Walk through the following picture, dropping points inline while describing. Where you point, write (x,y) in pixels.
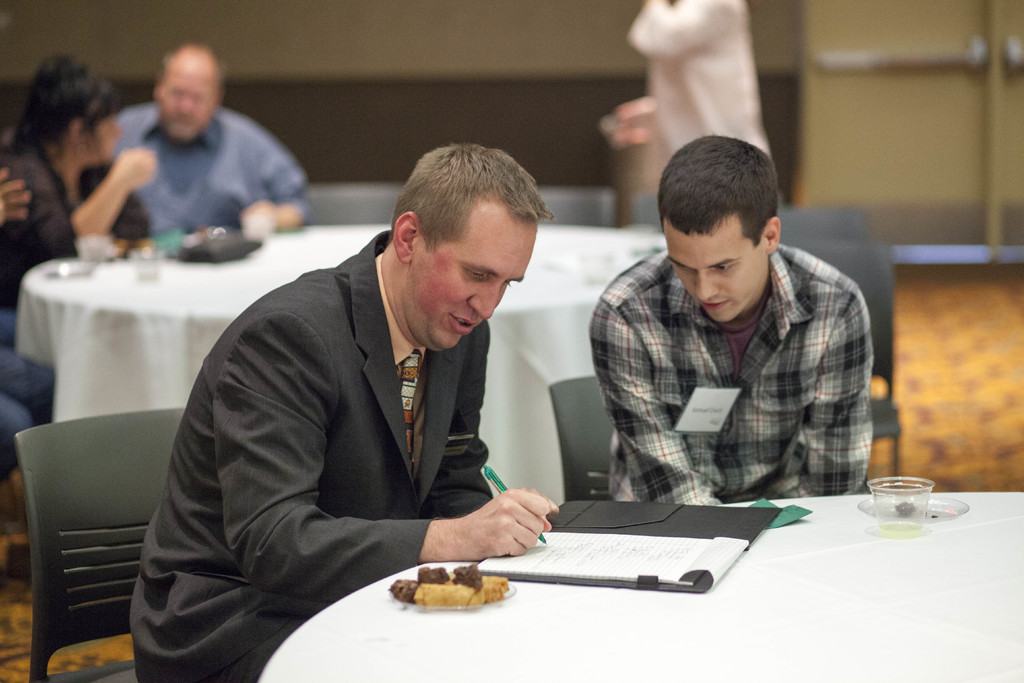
In this image I see 2 men (478,353) who are sitting on chairs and this man (486,539) is holding a pen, on this table (776,642) I see a book (551,550) and plate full of food (499,577) and there is another cup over here too. In the background (883,202) I see 3 persons (719,1) and a table (25,308) and I see the door (1018,51).
